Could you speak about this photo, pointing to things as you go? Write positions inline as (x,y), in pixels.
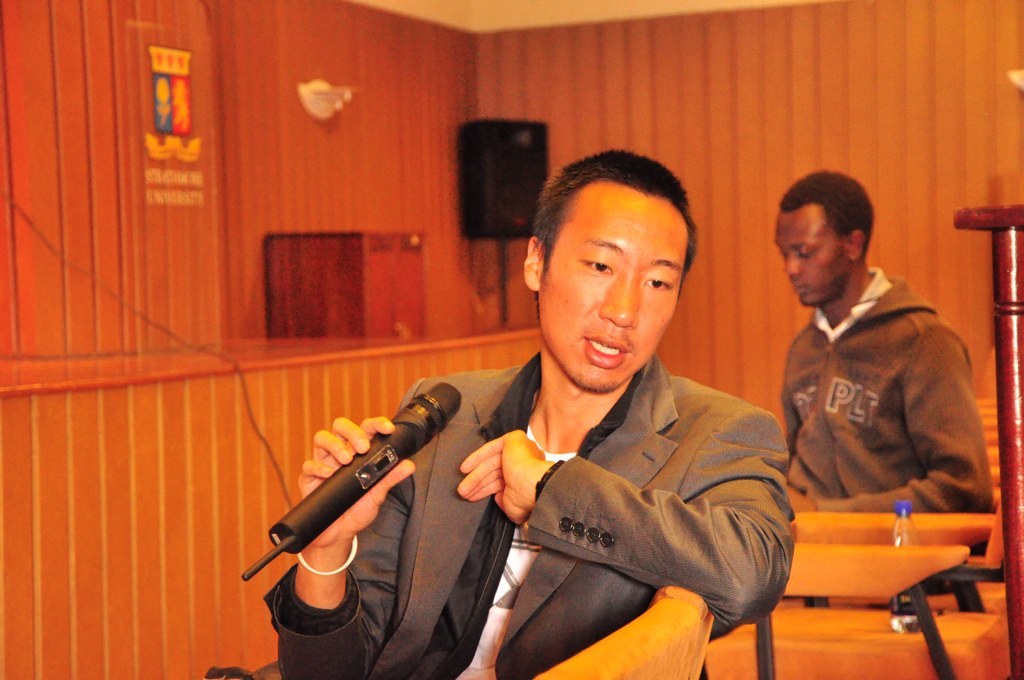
In this image, we can see a person (556,514) is holding a microphone (364,475) and talking. Background (516,217) we can see wall (263,84), speaker (531,212), person (824,342), chairs (830,592), bottle (907,514) and few things (1002,265).
